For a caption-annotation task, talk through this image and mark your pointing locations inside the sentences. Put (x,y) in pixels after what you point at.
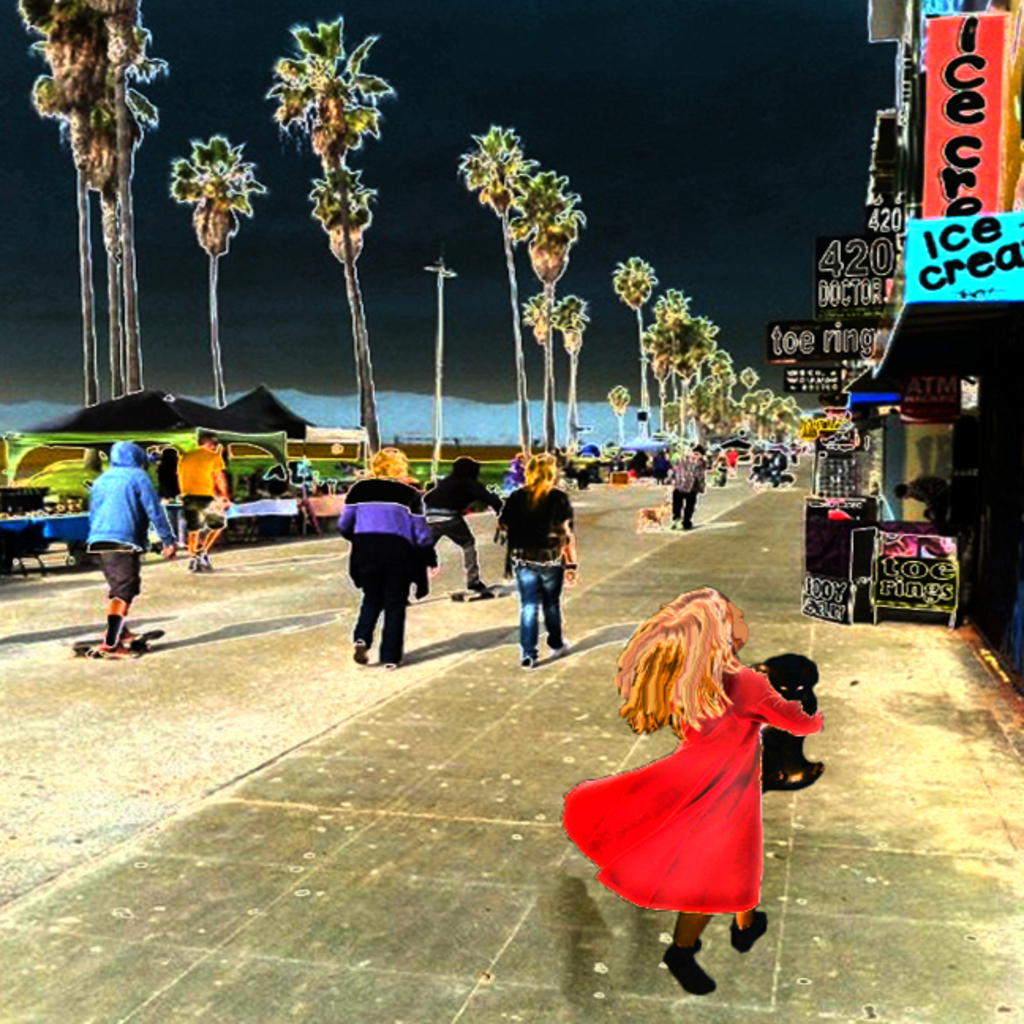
In this animated picture we can see people (392,551), trees (64,104), boards (838,288), stores (932,475), pole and things (860,439).
